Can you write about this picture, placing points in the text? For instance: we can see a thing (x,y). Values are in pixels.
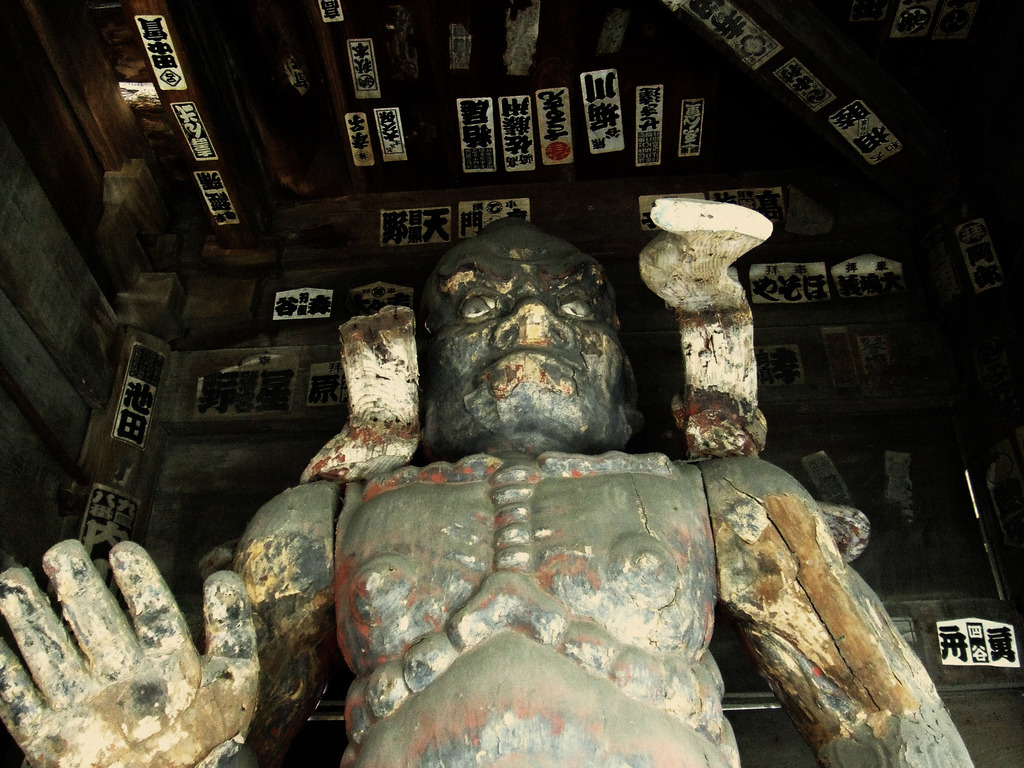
In this image we can see a statue (275,617) of a man (427,497) and at the top of the image (394,190) there is roof (269,5) to which some paper slips (221,182) are attached.
